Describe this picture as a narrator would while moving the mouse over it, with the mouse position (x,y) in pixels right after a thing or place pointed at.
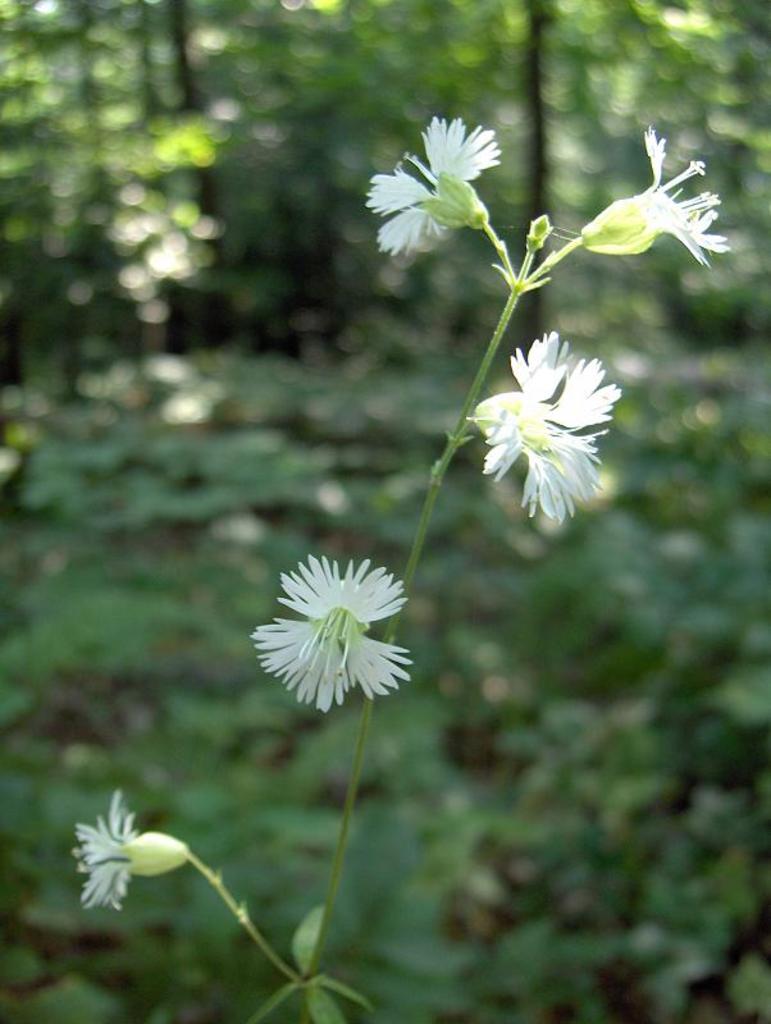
In this image I can see the white color flowers (270,636) to the plant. In the back (381,63) there are many trees (229,322) and it is blurry.
